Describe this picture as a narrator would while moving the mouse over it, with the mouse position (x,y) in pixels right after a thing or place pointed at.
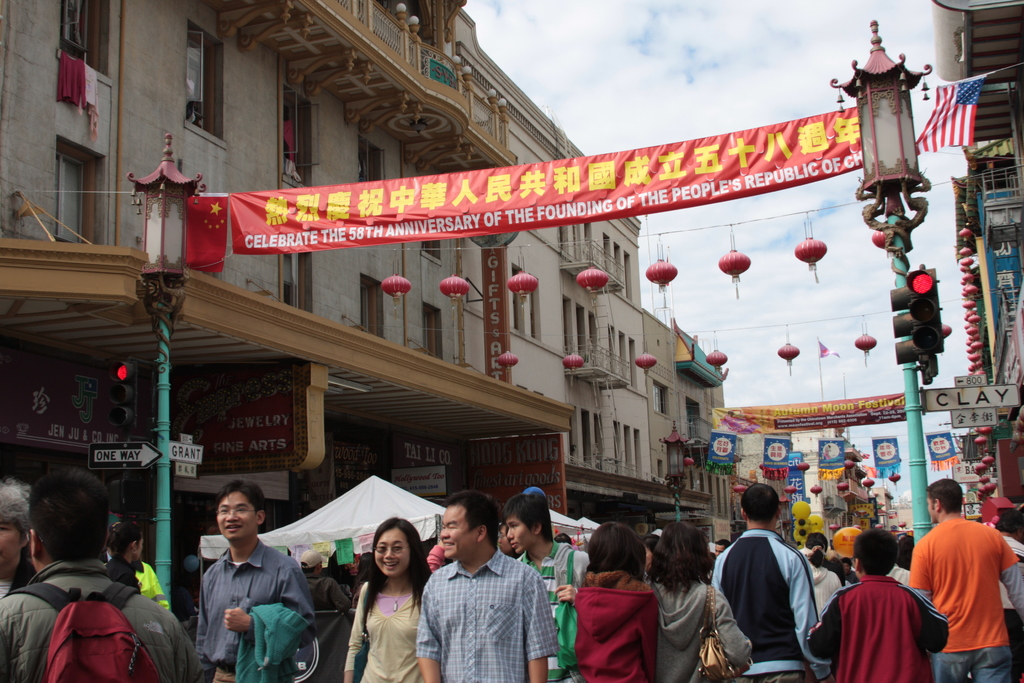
In this picture we can see a group of people (686,609), here we can see tents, electric poles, banners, lights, flag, posters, name boards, buildings (586,383) and we can see sky (681,218) in the background (674,237).
